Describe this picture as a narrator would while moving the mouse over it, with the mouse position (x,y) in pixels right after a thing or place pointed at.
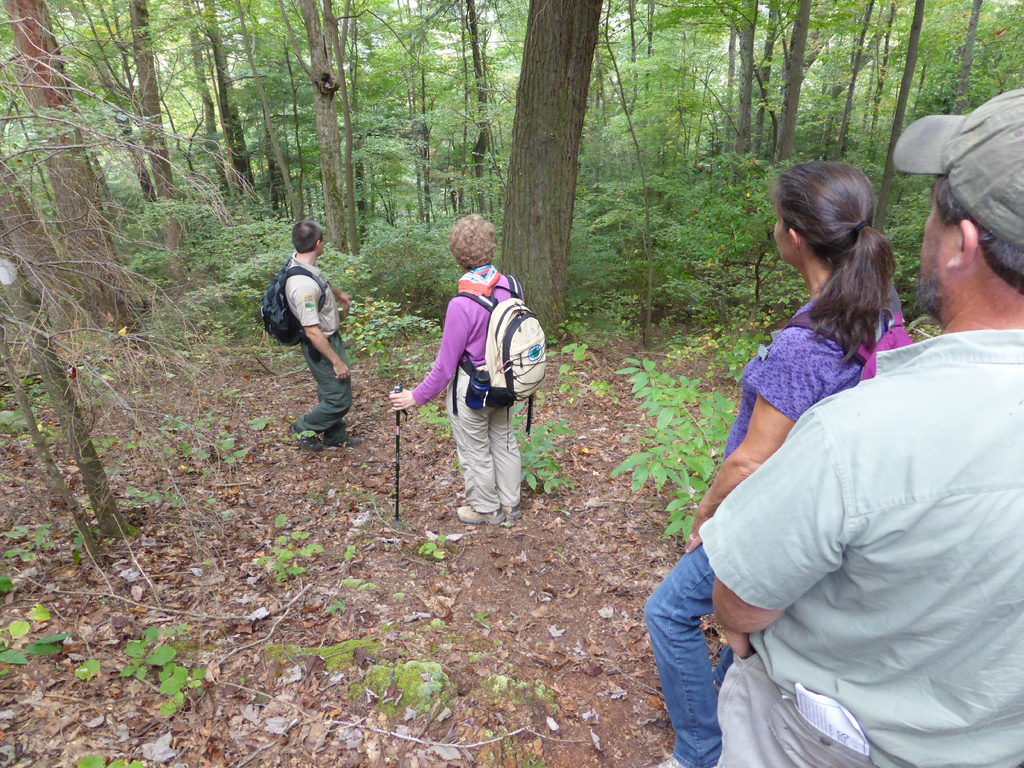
In this picture there is a group of men (753,539) and women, standing in the forest (295,485). Behind there are many tall trees (485,191).
